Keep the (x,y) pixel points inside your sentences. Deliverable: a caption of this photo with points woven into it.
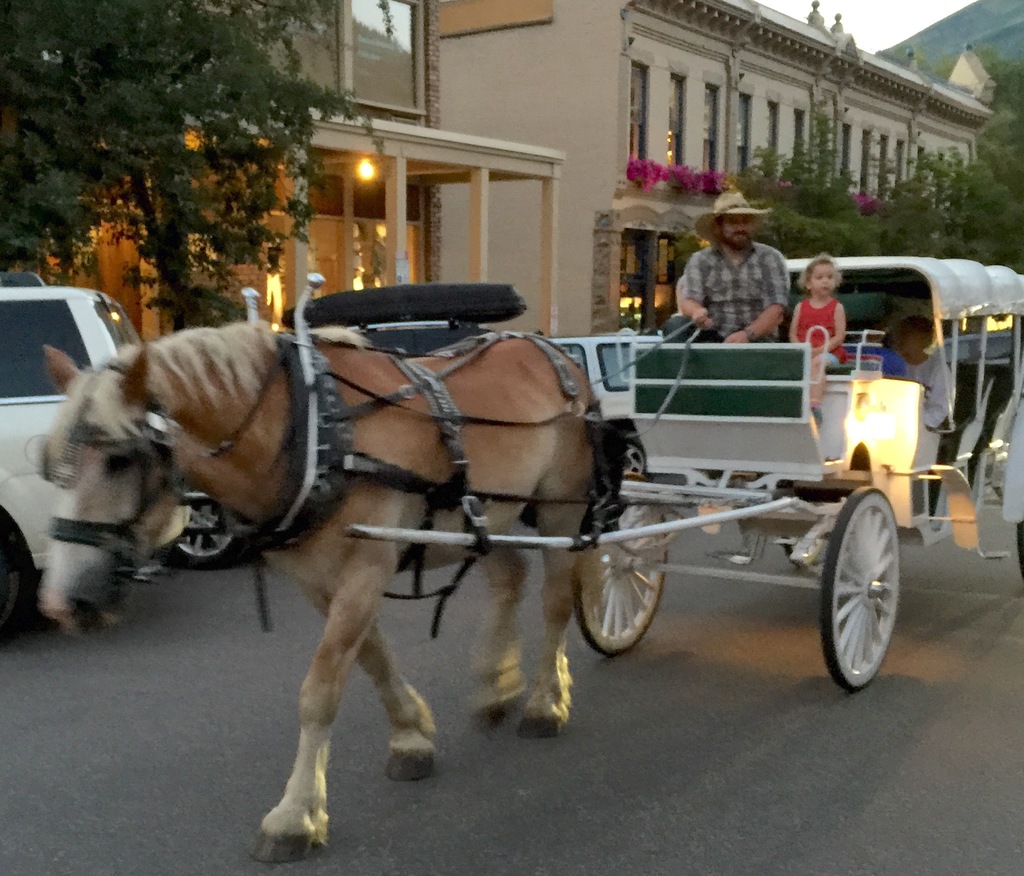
In this image we can see a horse cart (737,454). And there is a man (768,286) and a child (814,319) sitting on that. And the man (722,279) is wearing hat (712,219) and holding ropes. In the back (894,226) there are trees (188,163). Also there is a building (533,108) with pillars (395,234) and lights (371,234). And there is another vehicle (40,359) on the left side (81,356).
